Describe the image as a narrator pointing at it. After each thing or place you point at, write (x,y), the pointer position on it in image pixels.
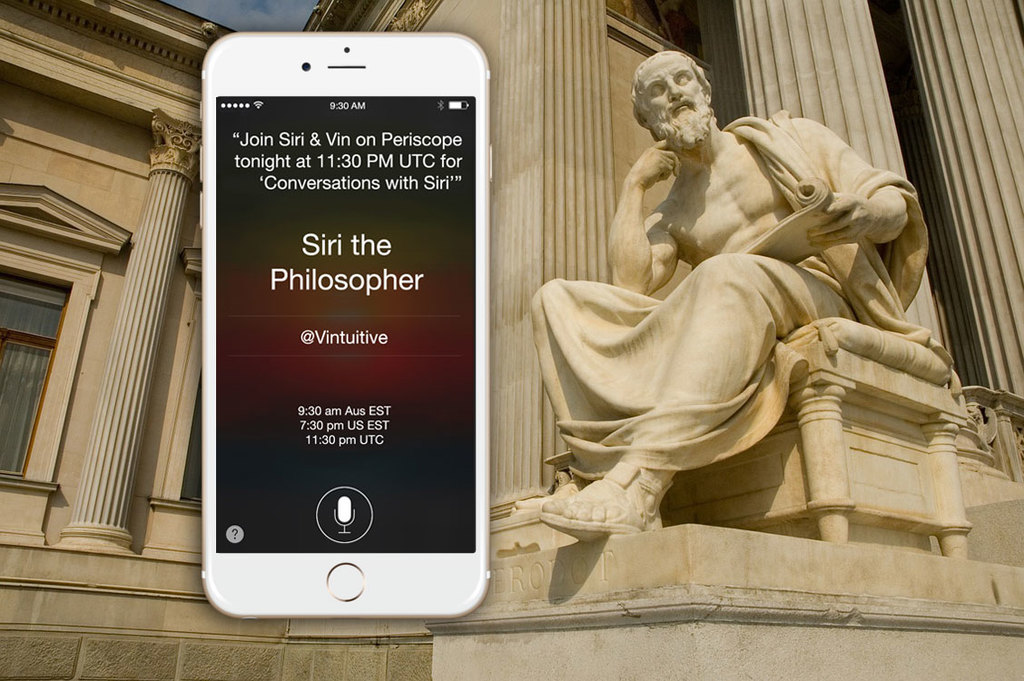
In this image I can see a white colour sculpture (602,368) of a man (555,282) and white colour building (510,175). Here I can see depiction of a phone (208,53) and I can see something is written over here.
